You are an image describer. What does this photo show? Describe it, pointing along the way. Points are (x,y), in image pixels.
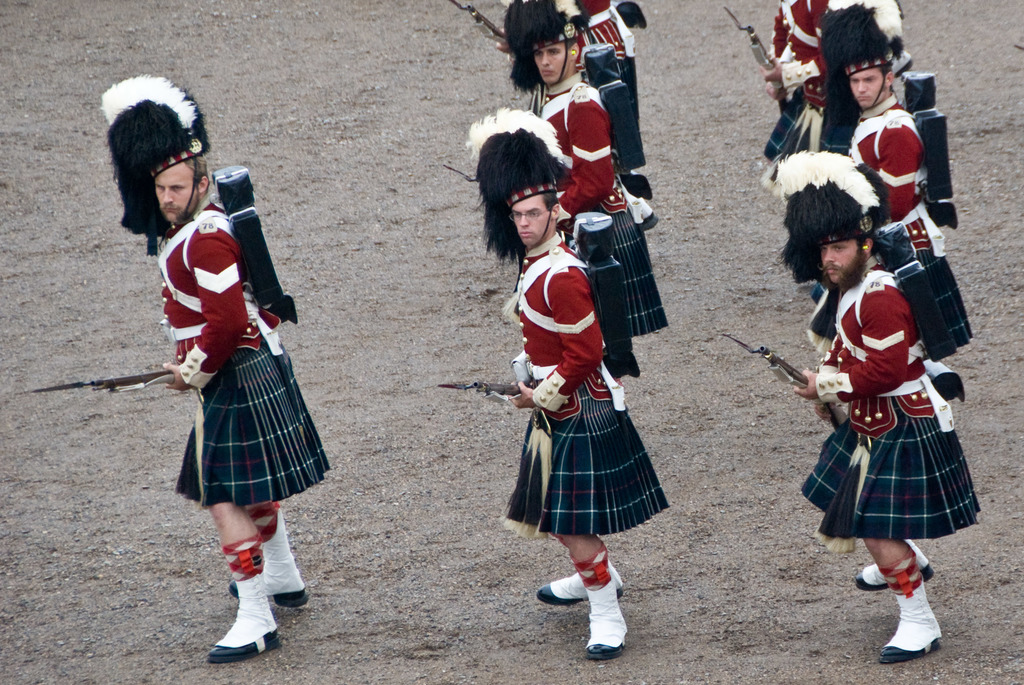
In this image there are people (562,486) wearing costumes (605,470) and standing on the ground (954,270), holding guns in their hands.
